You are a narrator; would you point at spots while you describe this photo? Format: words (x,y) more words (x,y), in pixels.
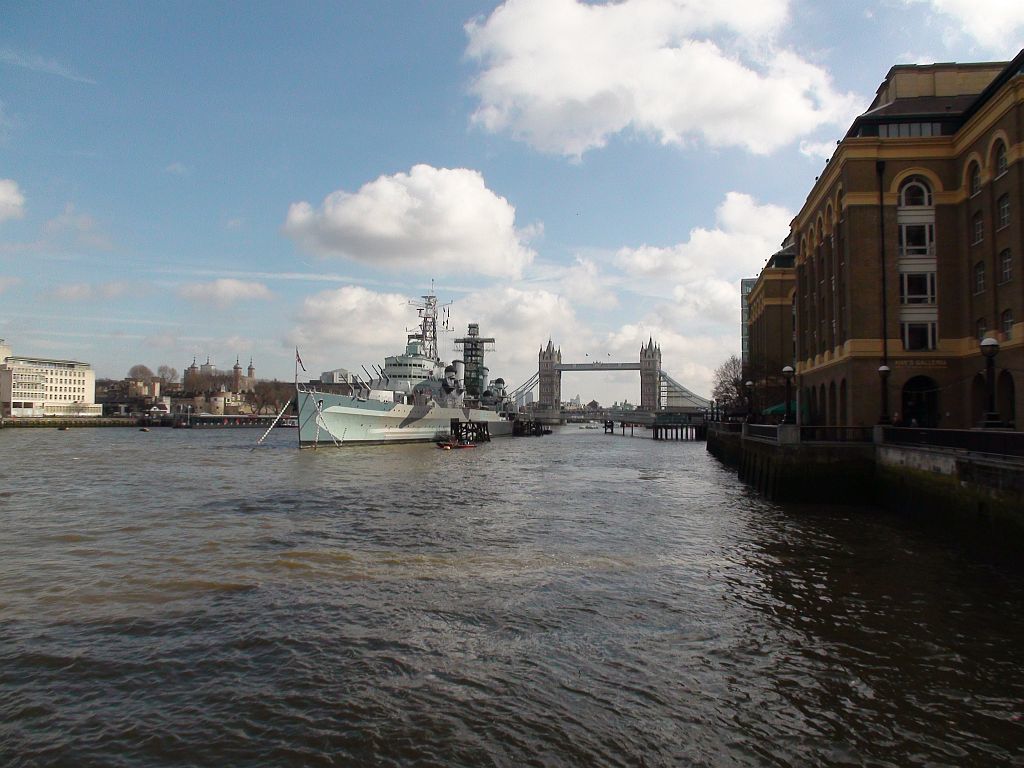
In this picture we can see a ship (330,404) in water (361,466). There are few buildings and trees (269,406) in the background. Sky (99,167) is blue in color and cloudy.
